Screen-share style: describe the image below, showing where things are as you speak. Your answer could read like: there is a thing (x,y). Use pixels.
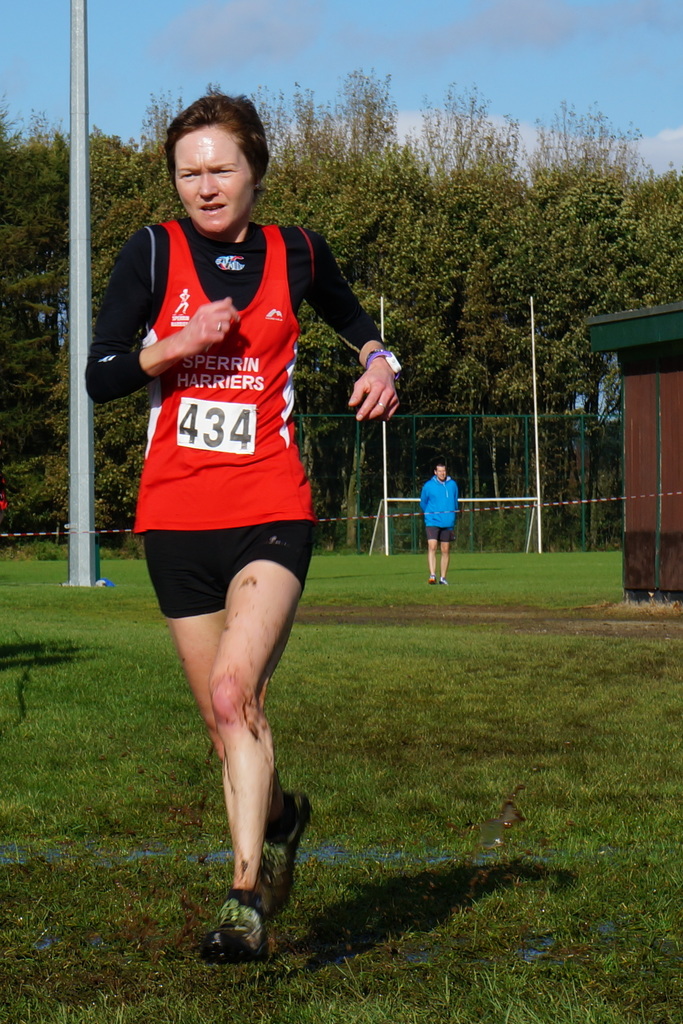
In this image we can see a lady (268,612) wearing watch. She is running. On the ground (111,721) there is grass (443,851). In the back (84,417) there are poles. Also we can see a person (438,511). In the background (392,236) there are trees (365,233). On the right side (642,434) we can see a shed (651,409). And there is sky (382,25) with clouds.
